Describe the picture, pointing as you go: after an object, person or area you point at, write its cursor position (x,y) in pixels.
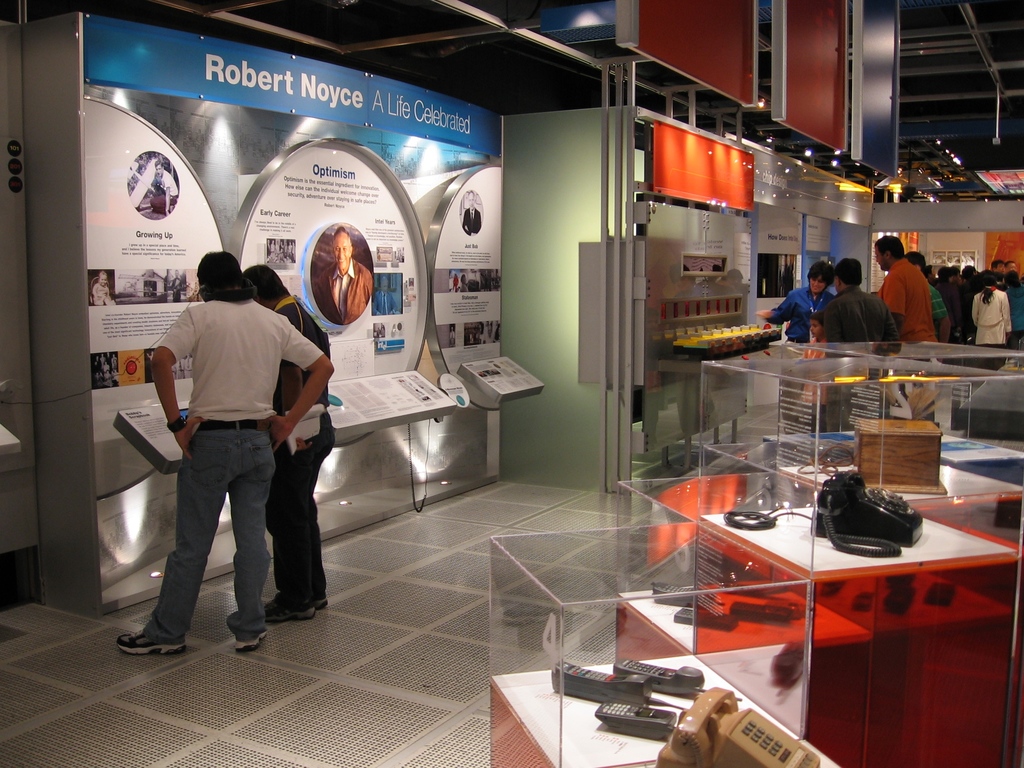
In this picture I can see landline phones (827,481) and some other objects (929,455) in the glass boxes (699,560), there are group of people (266,365) standing, there are lights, boards (401,214) and some other items (689,285).
